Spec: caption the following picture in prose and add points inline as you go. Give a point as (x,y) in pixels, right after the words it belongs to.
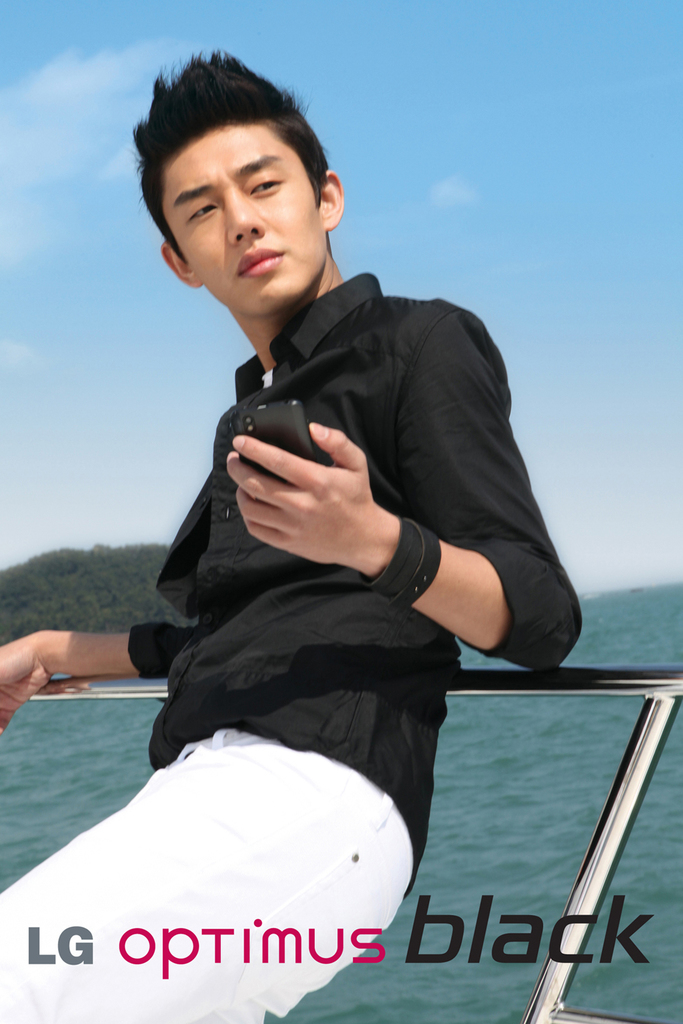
In the center of the image (308,352), we can see a person (350,681) holding a mobile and in the background (20,591), there are trees (59,575) and hills (119,552) and we can see rods (606,686). At the top (364,115), there is sky (408,135) and at the bottom (489,856), there is water (440,928) and we can see some text (475,957).
